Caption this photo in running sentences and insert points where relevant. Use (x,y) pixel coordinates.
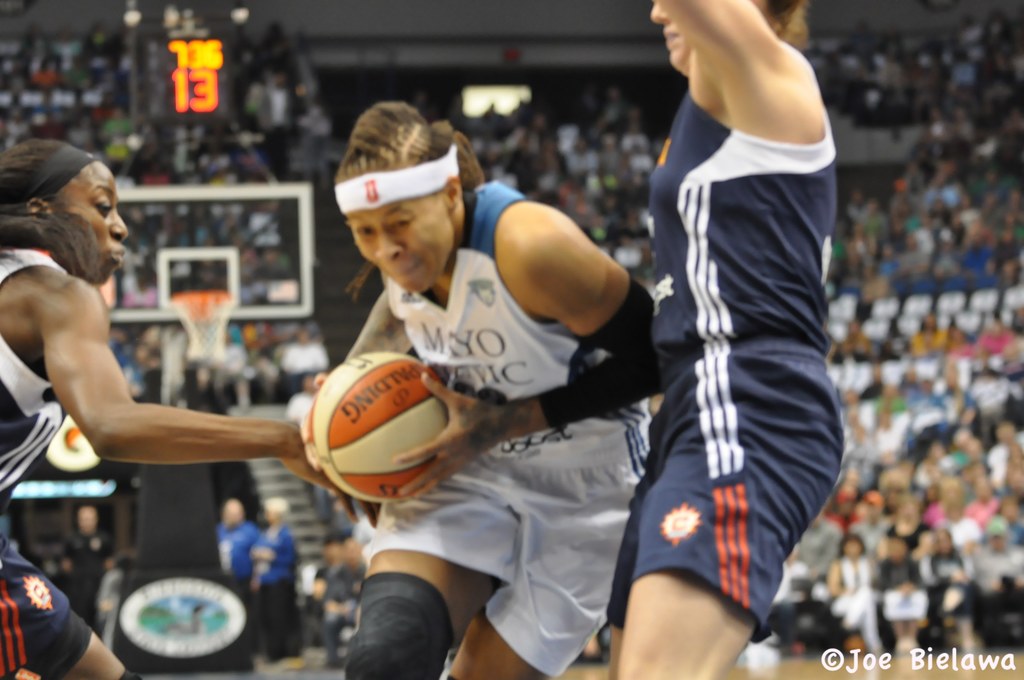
There is an auditorium (844,292) with a huge crowd (965,463) watching a match. These three players (481,377) are playing with a ball (397,371). In the background (213,108) there is a score board (217,105) and a net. These two people (248,546) are wearing blue T shirts (235,545) and black track (260,589). These three women (408,305) wearing T shirts (725,253) and shorts (583,476).
